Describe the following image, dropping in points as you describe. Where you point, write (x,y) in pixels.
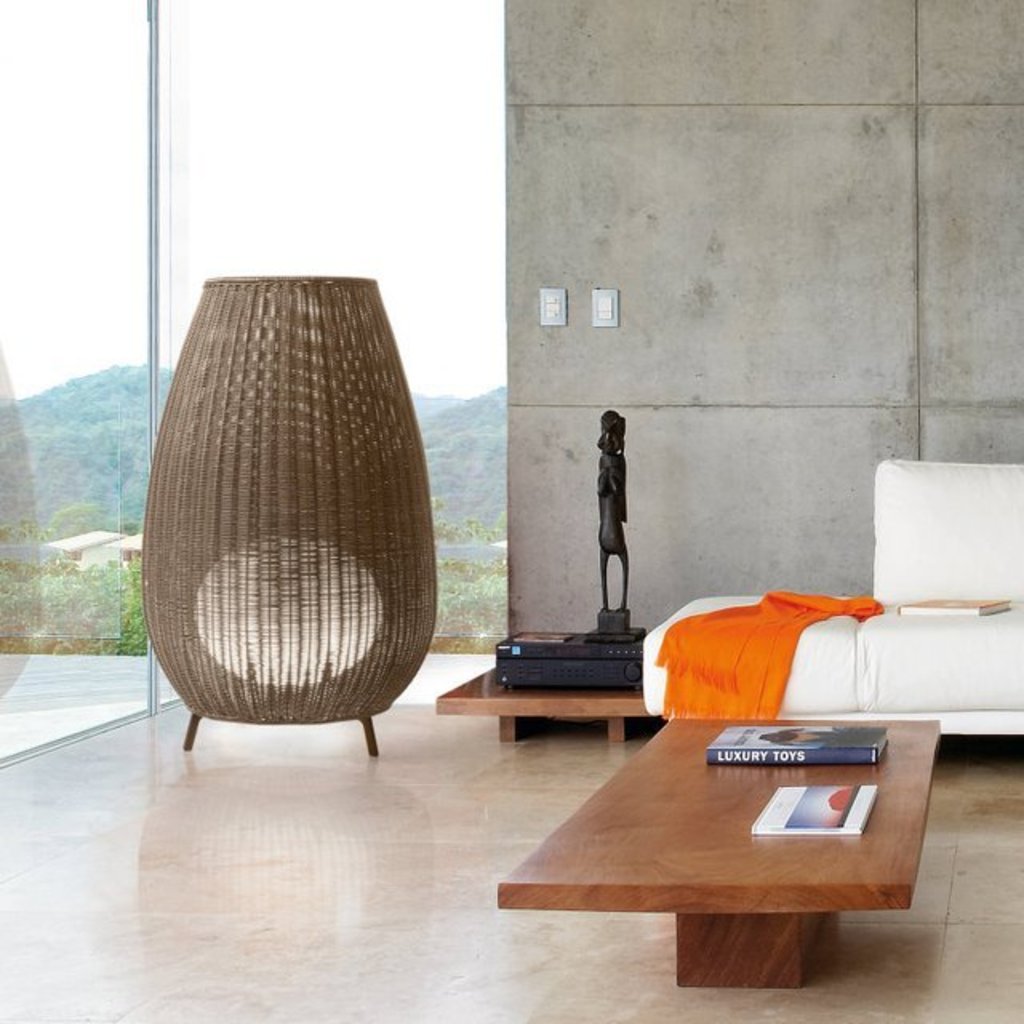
In the image we can see there is a table (649,751) on which there are books (854,762) and on sofa (1014,564) there is a cloth (806,605) and a book (975,601) kept.
